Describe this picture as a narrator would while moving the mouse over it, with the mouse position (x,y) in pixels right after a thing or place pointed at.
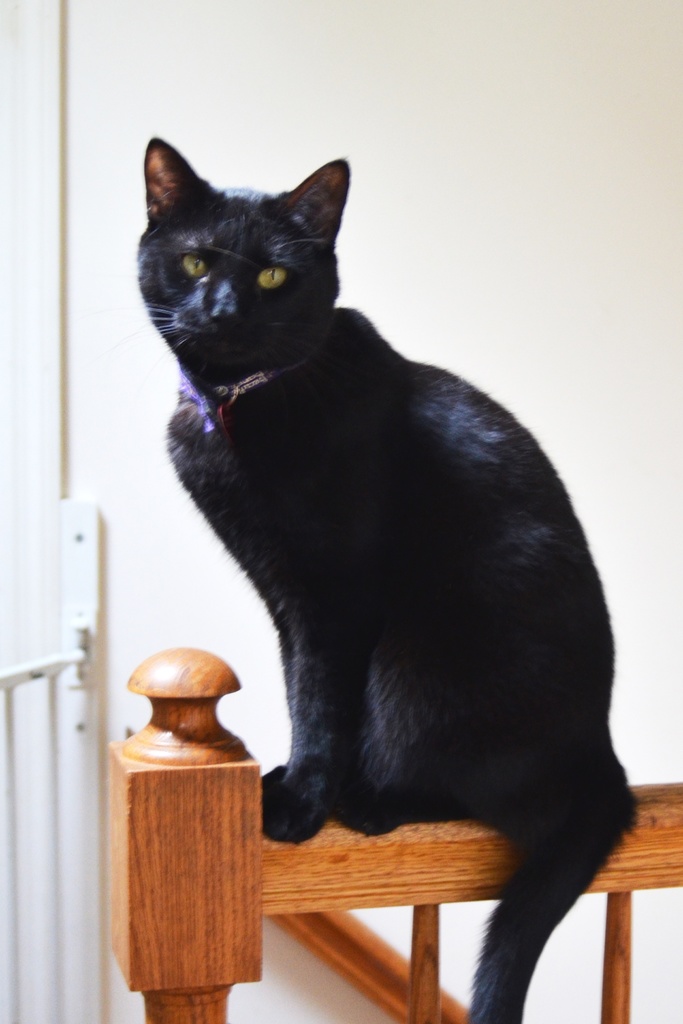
In the picture I can see a black cat (325,516) sitting on a wooden fence (336,877) and there are some other objects (46,657) in the left corner (14,628).
